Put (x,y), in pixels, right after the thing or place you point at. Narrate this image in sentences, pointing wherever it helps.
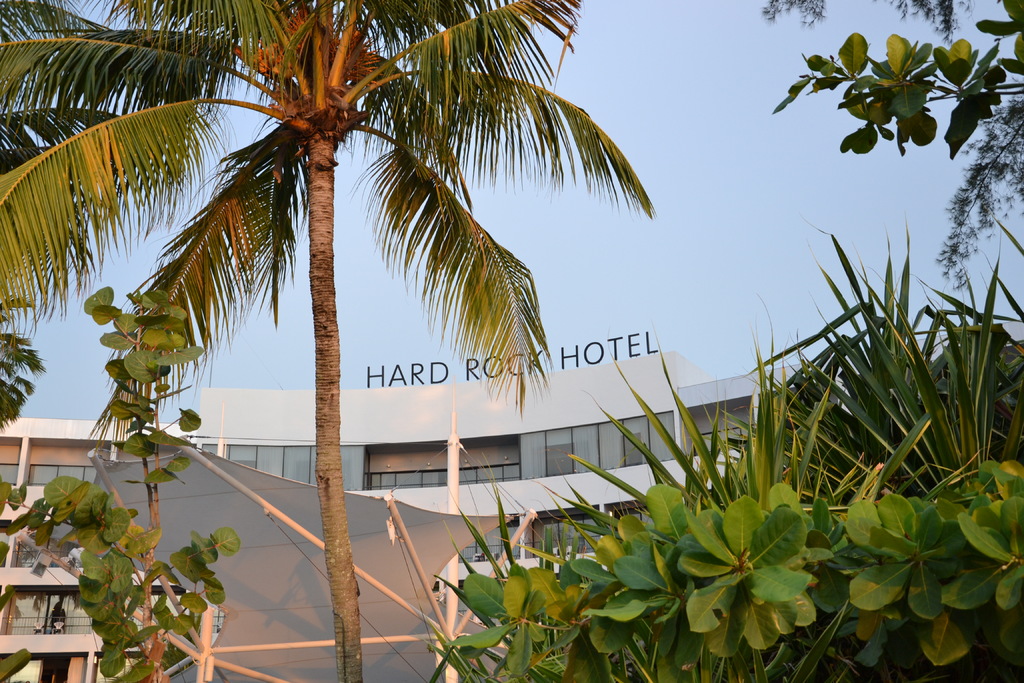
In this image, I can see a name board (424,368) on top of a building (530,438). In front of the building (554,418), there are trees (335,592), plants (952,493) and a shed (309,578). In the background (343,290) there is the sky (623,213).
